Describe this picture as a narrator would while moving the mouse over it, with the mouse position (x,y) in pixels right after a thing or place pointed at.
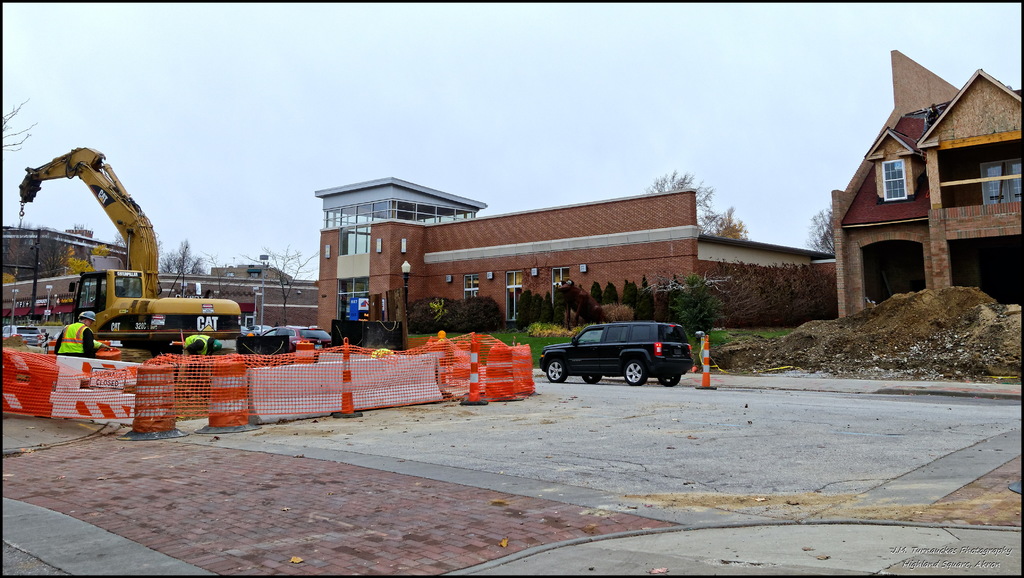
As we can see in the image there are buildings (647,238), trees (530,297), grass (500,340), car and crane (160,292). At the top (426,73) there is sky (268,75).
